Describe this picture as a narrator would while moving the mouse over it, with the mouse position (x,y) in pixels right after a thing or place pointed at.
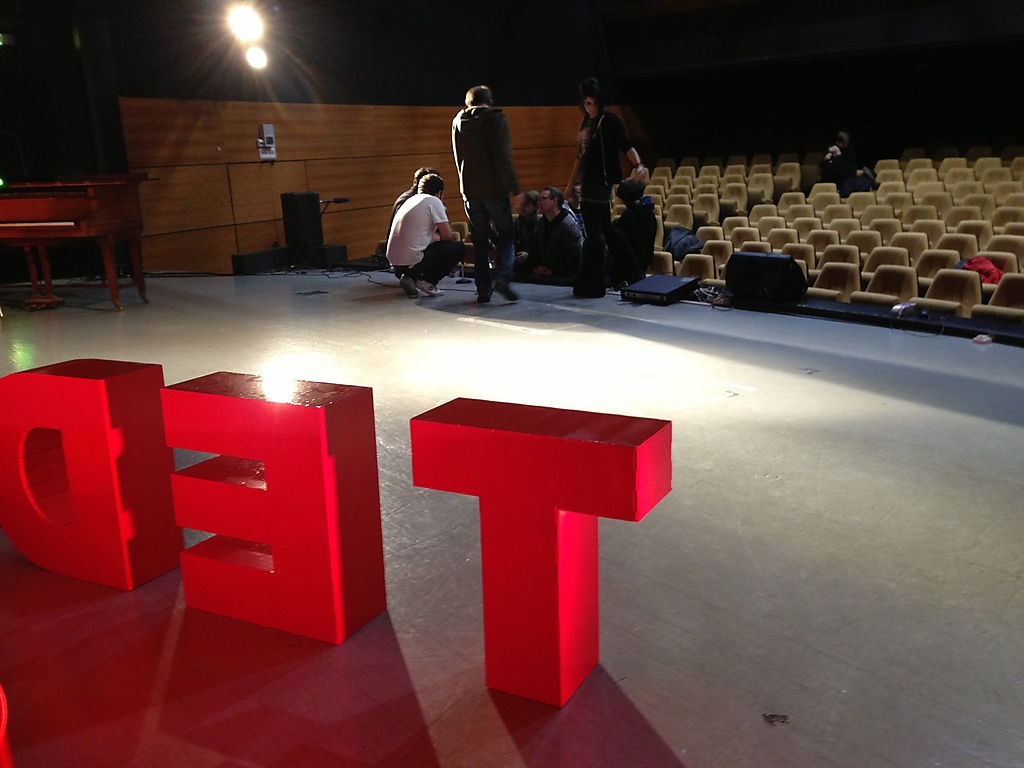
Here in this picture, in the front (318,459) we can see somethings (382,551) made into alphabets (146,449) present on the floor (393,552) and in front of that we can see number of people (577,180) sitting and standing and we can see number of seats (707,211) present all over the hall (721,177) and we can also see lights (238,30) present and we can see a wall (256,200) also present.
